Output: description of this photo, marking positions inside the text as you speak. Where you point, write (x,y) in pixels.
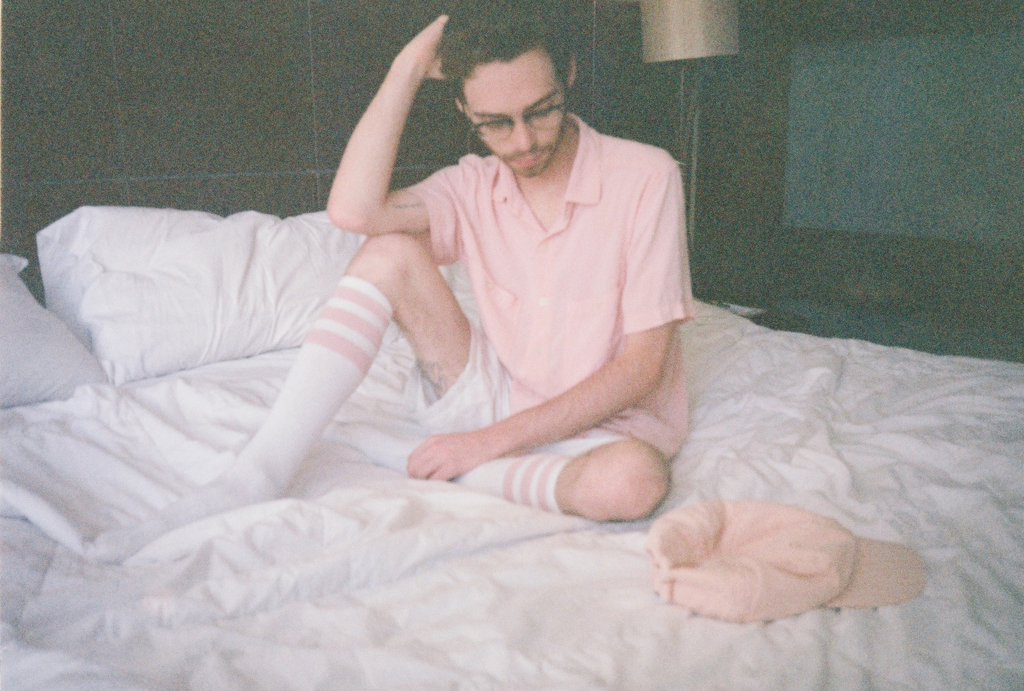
The picture is inside a room (262,107). In the middle (578,332) one person (539,353) is sitting on the bed (620,615). he is wearing a pink t-shirt (610,228) and white shorts (581,447). He is wearing white socks (288,422). The pillow (302,329) are on the bed (799,652). There is a cap (806,544) on the bed (783,448). behind the person (655,159) there is a table lamp (685,21).
